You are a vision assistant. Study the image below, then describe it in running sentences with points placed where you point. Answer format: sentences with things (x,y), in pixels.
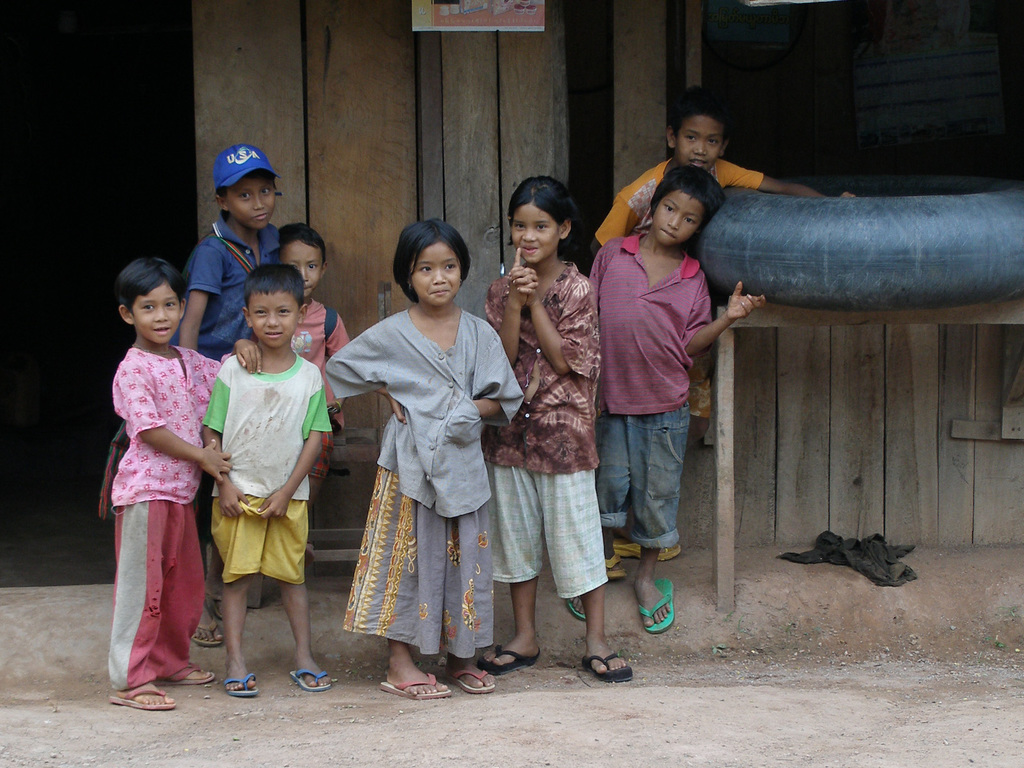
Here I can see few children (377,324) standing on the ground (399,744). On the right side (723,500) there is a table (799,315) on which there is an object (863,267). In the background (624,132) there is a wooden wall (474,132).
